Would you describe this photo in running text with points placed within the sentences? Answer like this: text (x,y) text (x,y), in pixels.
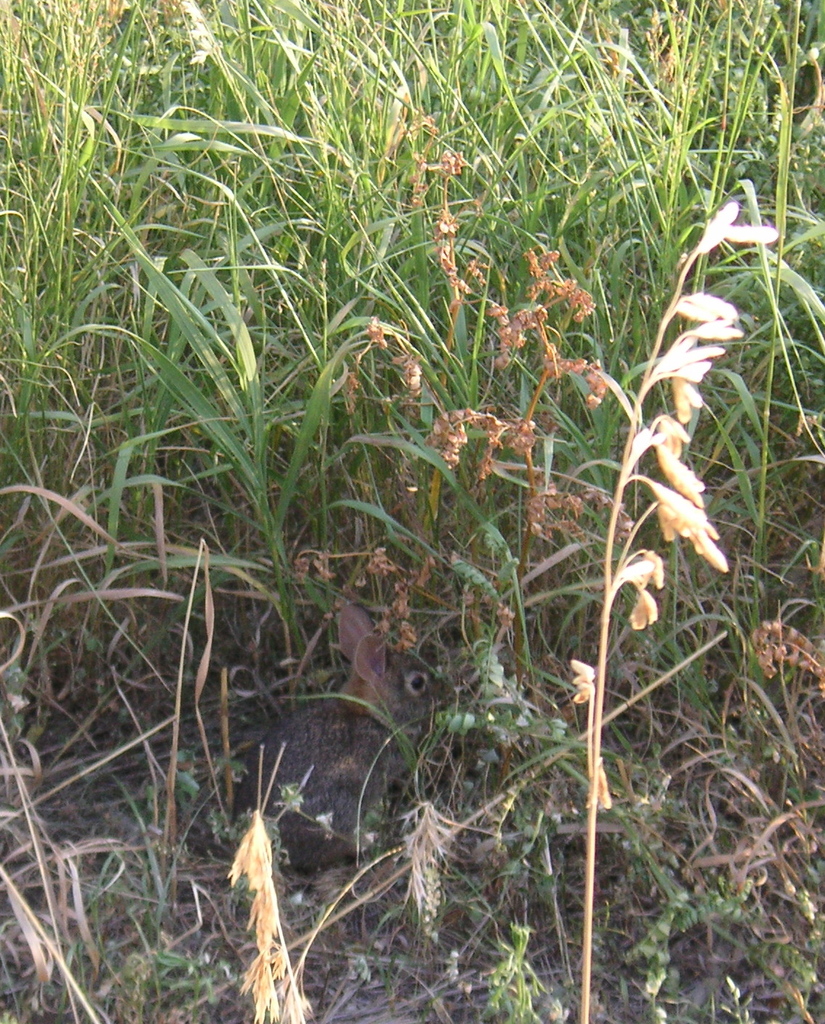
In this image we can see grass (581,206).
